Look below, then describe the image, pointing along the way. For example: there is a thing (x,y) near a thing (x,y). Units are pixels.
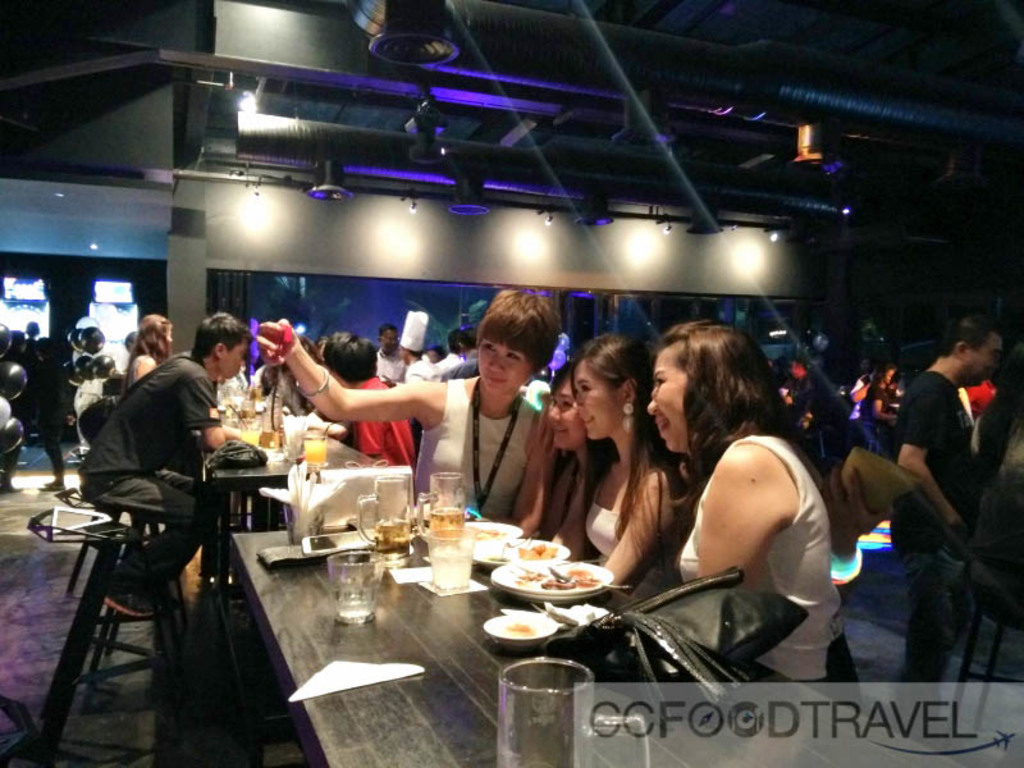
In the foreground of this image (500,356), there are four women (493,439) standing and taking selfie in front of a table (493,714) on which, there are glasses (357,588), mugs (382,521), platters (503,560) with food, bowl (507,633), tissues (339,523), mobile phone (360,546) and a bag (676,658). In the background (225,332), there are people (979,490) standing and sitting, we can also see few objects (242,396) on the table (290,462), wall (314,226), lights (450,182), few balloon like objects (13,373) and pipes (541,75) at the top (555,50).
